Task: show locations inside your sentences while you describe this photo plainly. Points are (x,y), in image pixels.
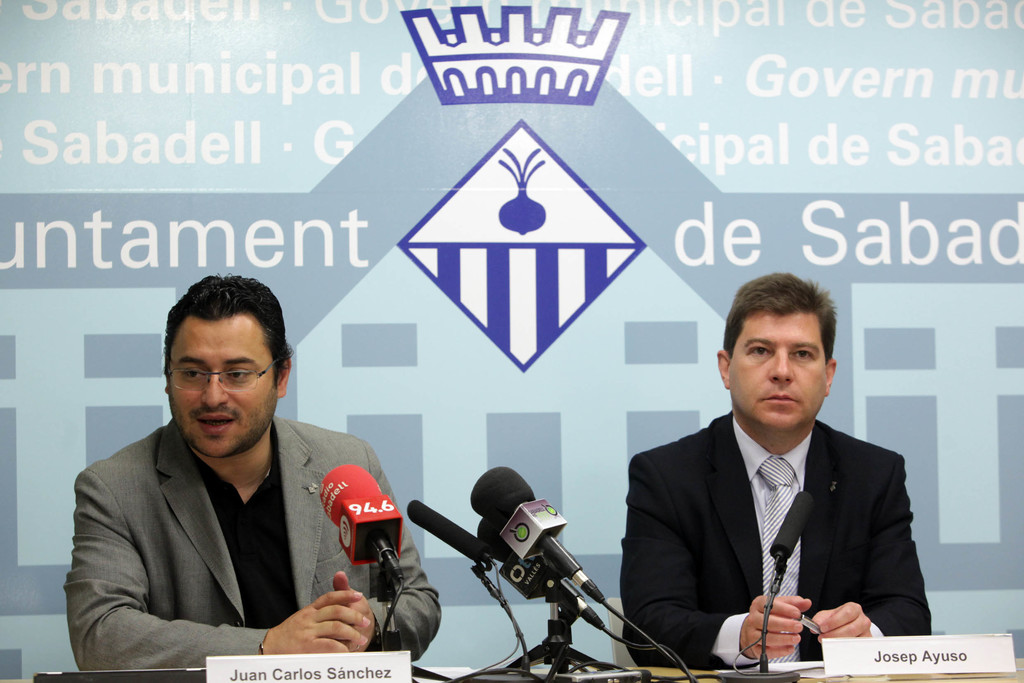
In the background (414,39) we can see a banner (647,34). In this picture we can see the men (125,514) wearing blazers (652,508). On a table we can see name boards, microphones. On the left side of the picture (316,463) we can see a person (286,387) is wearing spectacles (235,374) and he is talking.
